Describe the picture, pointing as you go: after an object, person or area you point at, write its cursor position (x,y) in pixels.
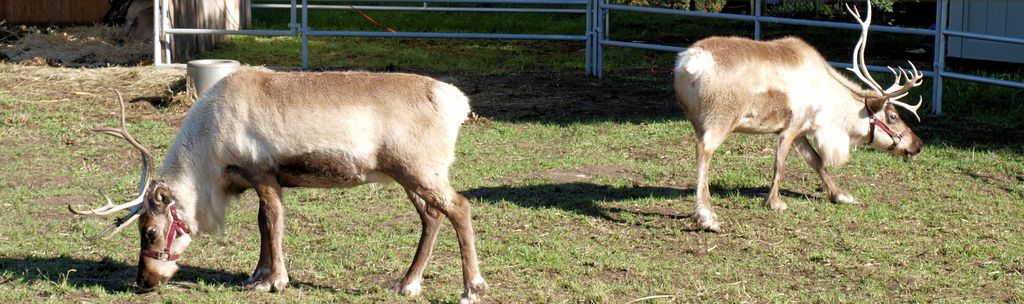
In this image there are two reindeer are standing, and in the background (568,42) there are iron rods (263,30), grass (299,274), plants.
